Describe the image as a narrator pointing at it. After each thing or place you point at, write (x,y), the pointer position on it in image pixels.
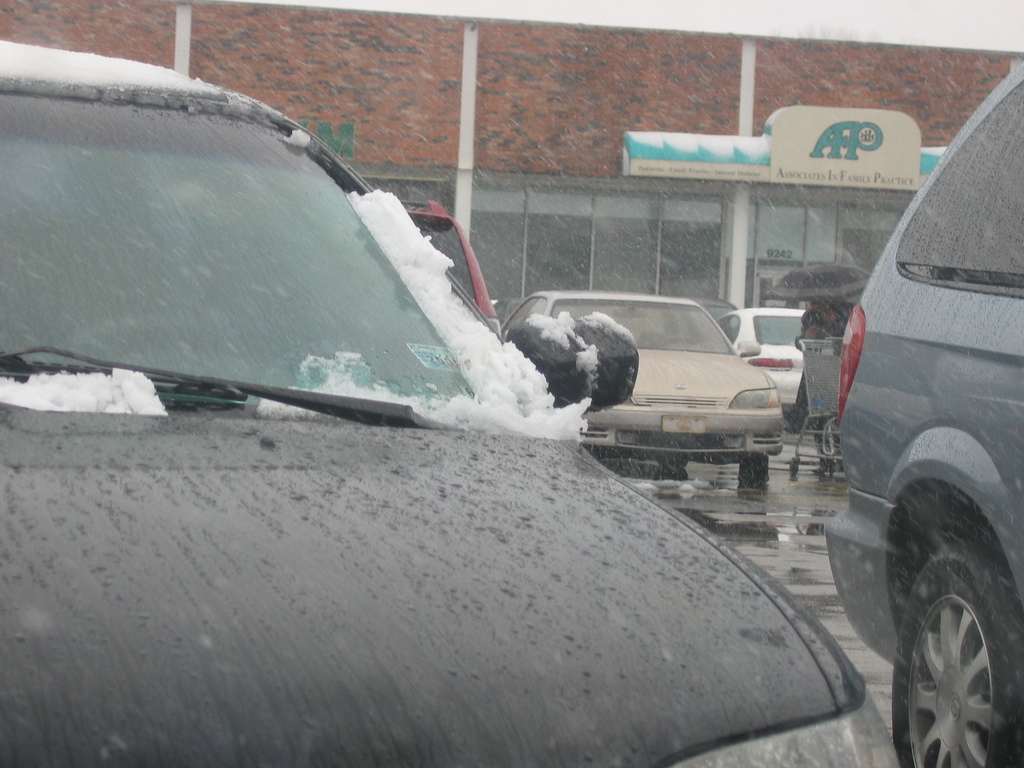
In this picture we can see cars (628,746) on the road (773,575), water (781,543), snow (413,253), umbrella (846,276) and in the background (600,214) we can see a building (717,297).
